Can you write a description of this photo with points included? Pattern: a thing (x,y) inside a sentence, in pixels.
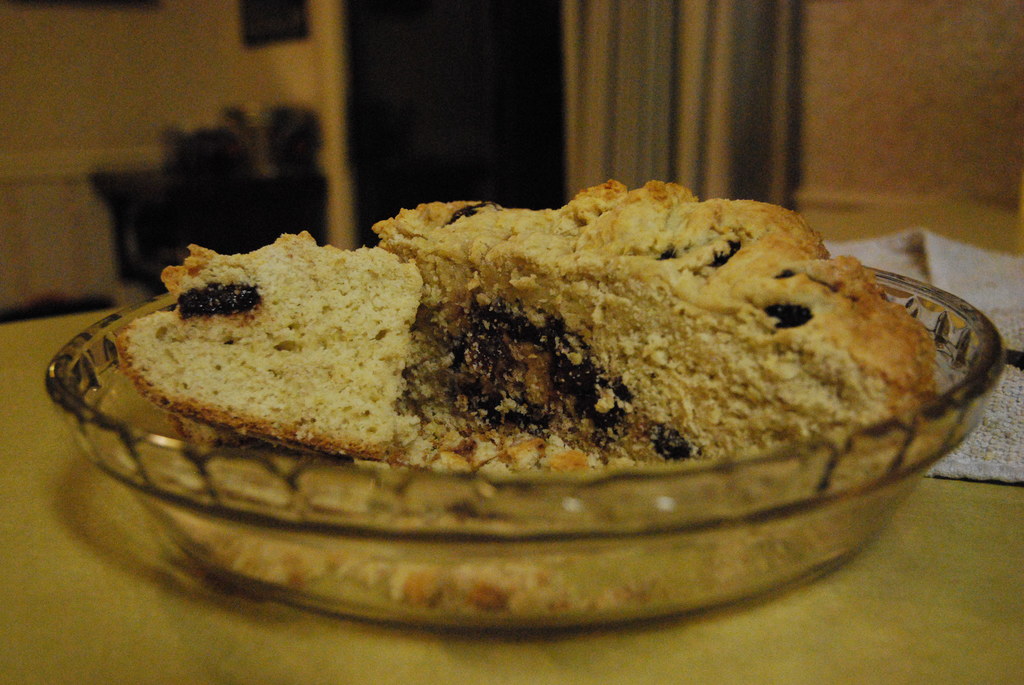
On the table (470,644) we can see a glass bowl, cake (604,403) and cloth (1022,380). In the back (428,133) we can see door (436,173) near to the table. Here we can see door cloth (648,105) near to the wall (850,122).
